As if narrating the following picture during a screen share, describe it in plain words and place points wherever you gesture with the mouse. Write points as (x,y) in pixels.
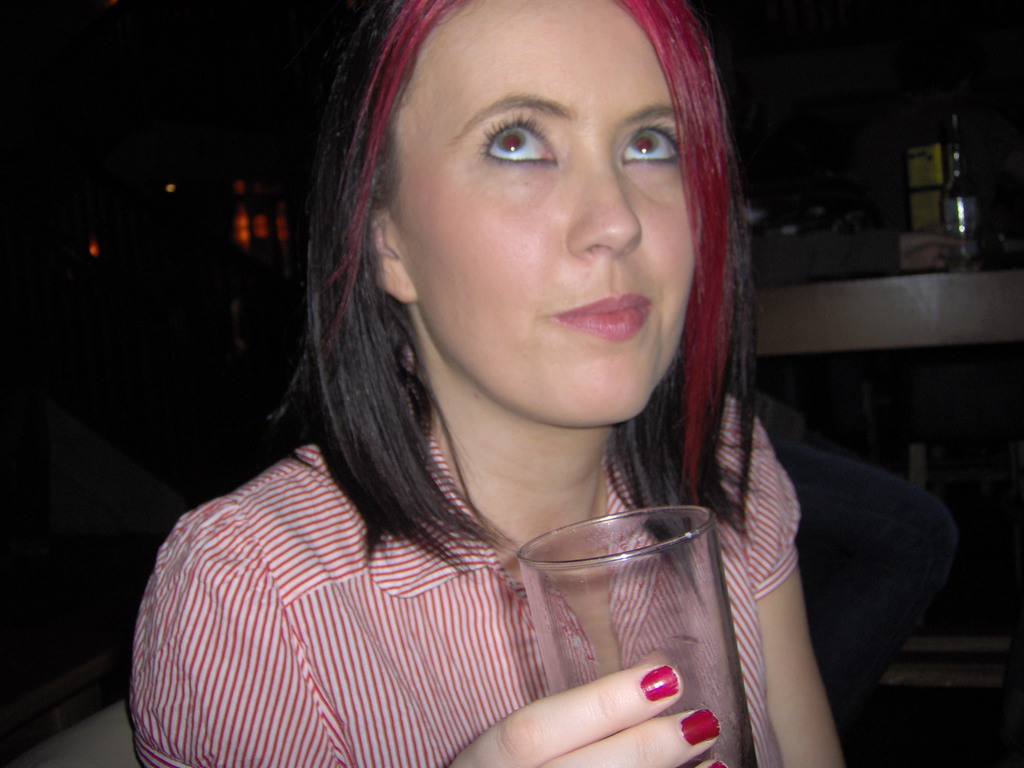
In this image in the foreground (514,308) there is one woman (509,434) who is holding a glass (637,575) and in the background (859,250) there are some tables (854,300), and one person (857,487) is sitting and also there is one bottle (959,226).
